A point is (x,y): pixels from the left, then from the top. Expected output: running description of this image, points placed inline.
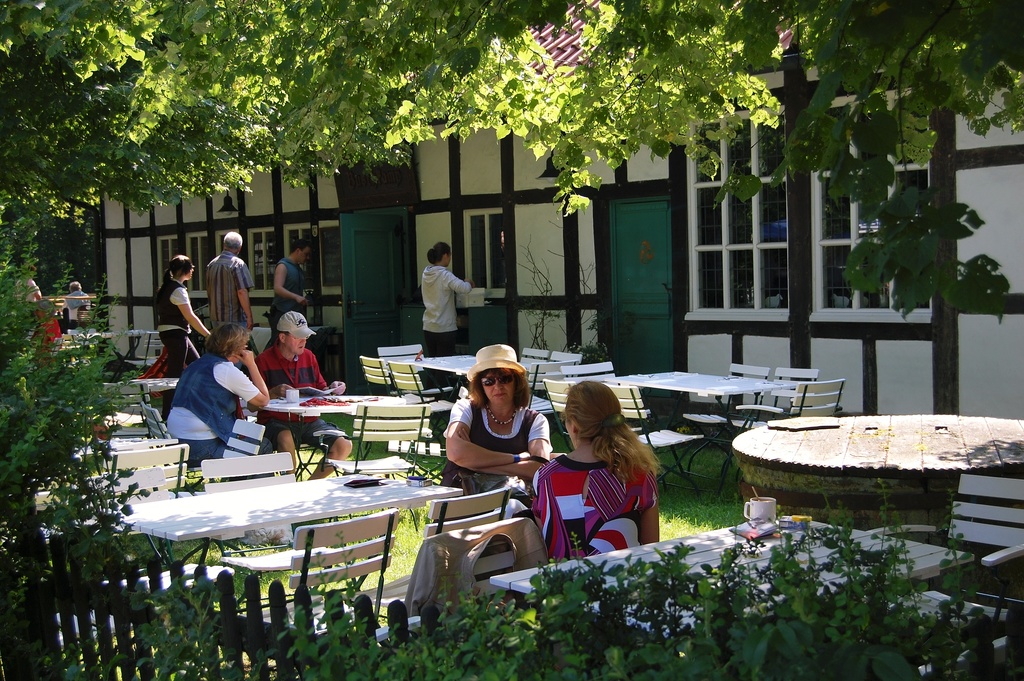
There is a group of people (537,446). They are sitting on a chairs (387,425). Some persons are standing and some persons (449,443) are wearing a cap (498,343). there is a table (675,372). There is a mobile phone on a table (429,493). We can see in the background (265,166) fence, wall (462,194), door (361,348), tree (495,64).
